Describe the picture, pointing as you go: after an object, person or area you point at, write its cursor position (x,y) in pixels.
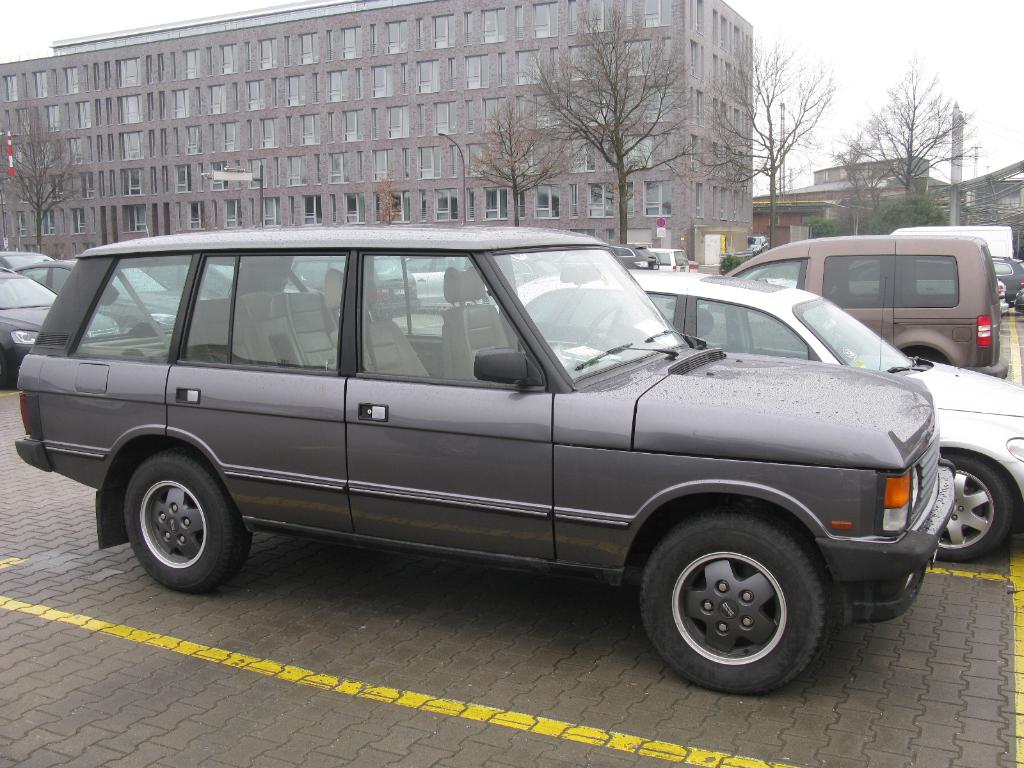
This is an outside view. Here I can see many cars (284,303) on the road (449,662). In the background (466,162) there are some buildings (557,141) and trees (744,118). At the top of the image (880,23) I can see the sky (871,27).
